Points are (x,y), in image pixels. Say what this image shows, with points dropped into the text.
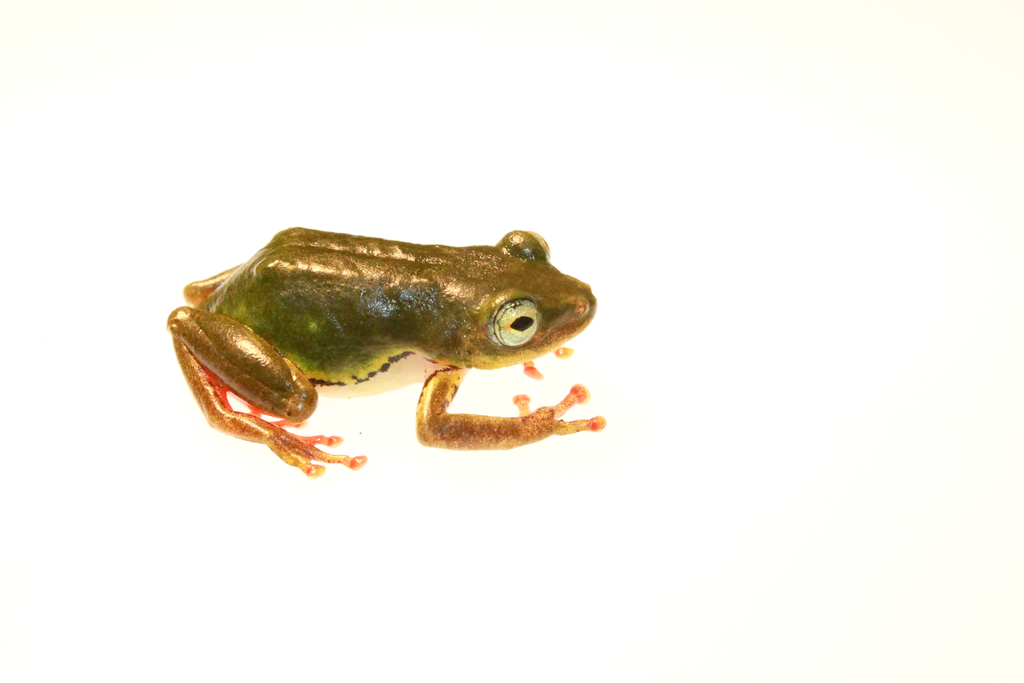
In this image we can see a frog (410,355).
